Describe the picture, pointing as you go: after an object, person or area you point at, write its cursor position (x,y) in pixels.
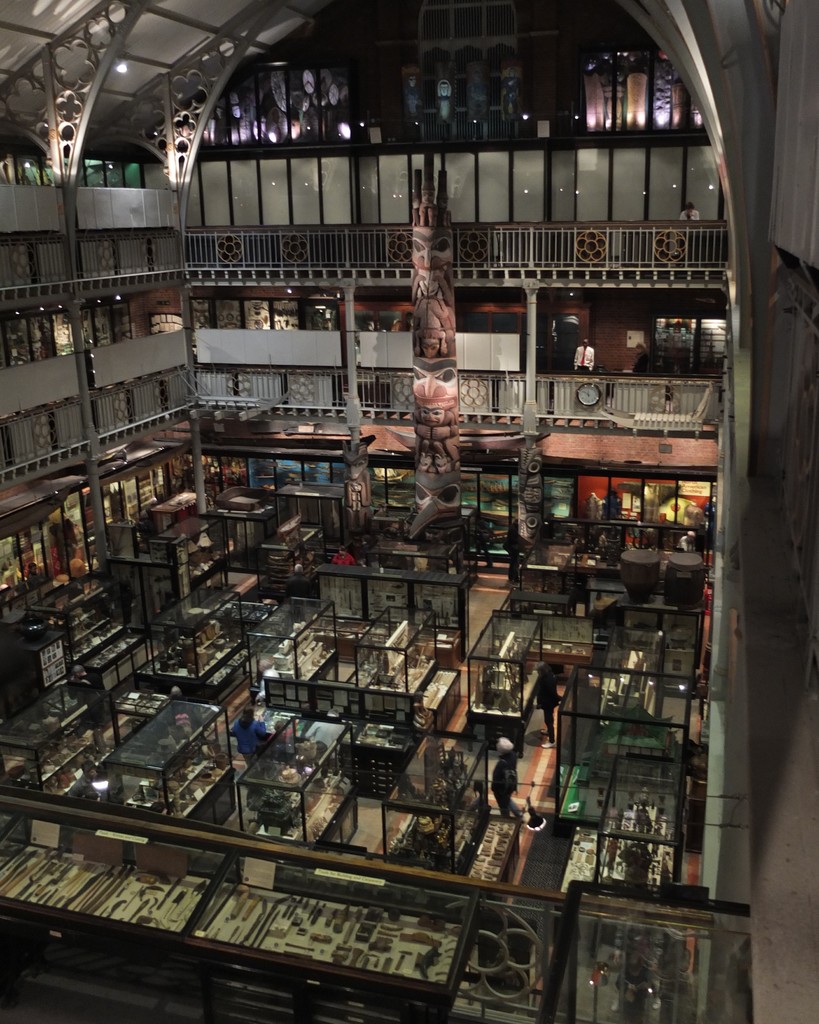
In this image, we can see an inside view of a building (343,254). There are many persons (543,699) standing and wearing clothes (545,713). There are glass boxes (351,598) in the middle of the image (526,585).
